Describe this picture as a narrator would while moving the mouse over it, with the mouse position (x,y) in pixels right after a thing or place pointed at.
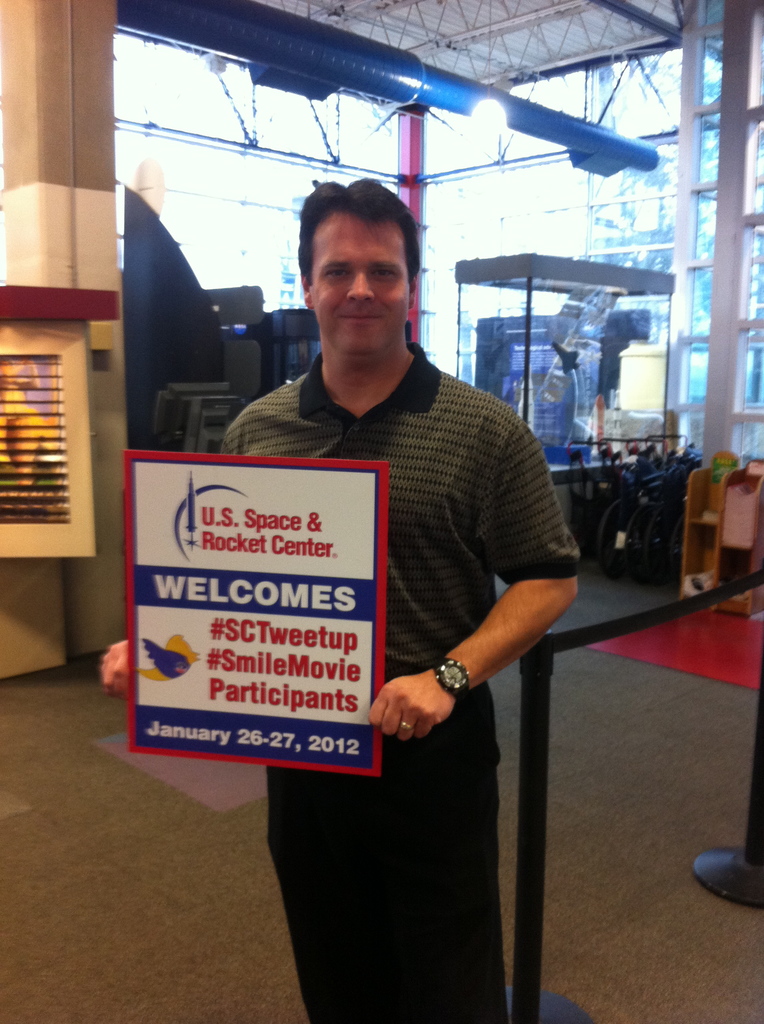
In this image, we can see a person (494,636) standing and holding a board (296,572) with his hands (383,726). There are wheelchairs (642,530) on the right side of the image (645,466). There is barricade stand (537,838) in the bottom right of the image (725,851).
